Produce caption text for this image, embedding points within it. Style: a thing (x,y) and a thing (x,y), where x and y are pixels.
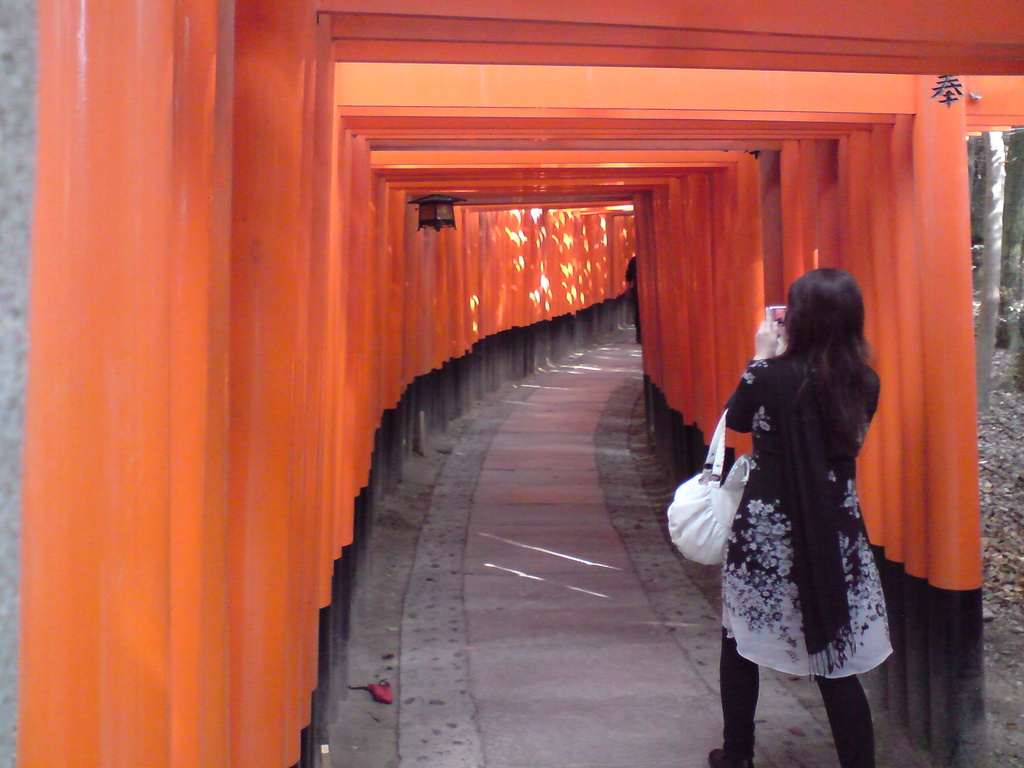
In the image there is a woman (749,556) taking a photo in a tunnel (76,284) made up of some objects (364,270) and beside the tunnel (946,273) there are trees (988,207).
